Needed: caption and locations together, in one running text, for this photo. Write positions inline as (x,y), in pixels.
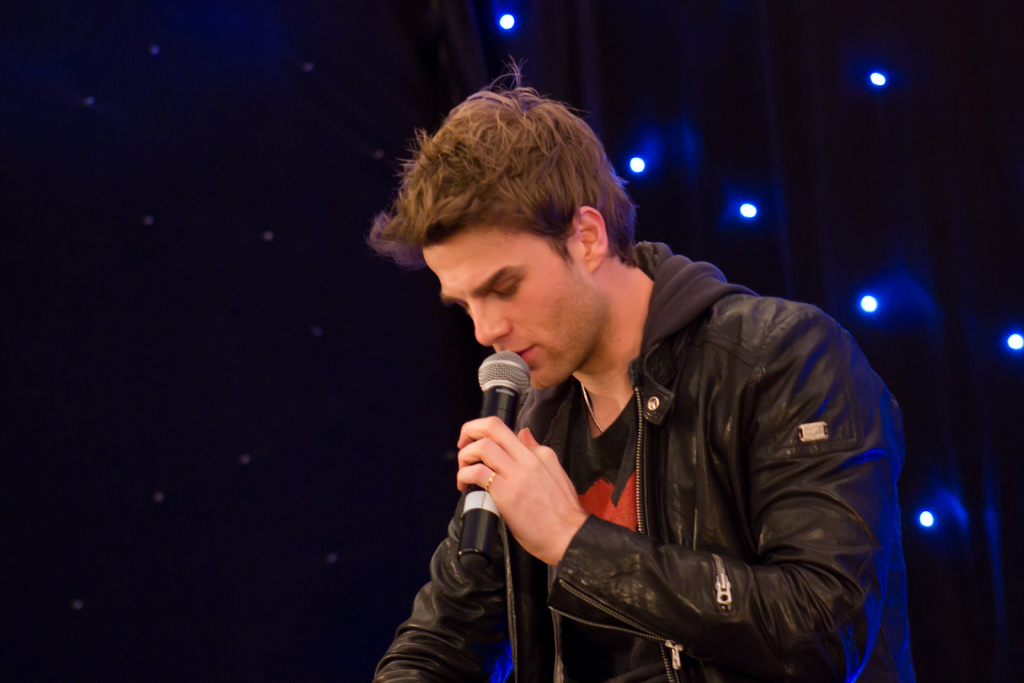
In the middle of the image (610,373) we can see a man (546,491), he is holding a microphone (488,512), behind him we can see few lights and dark background (266,255).
